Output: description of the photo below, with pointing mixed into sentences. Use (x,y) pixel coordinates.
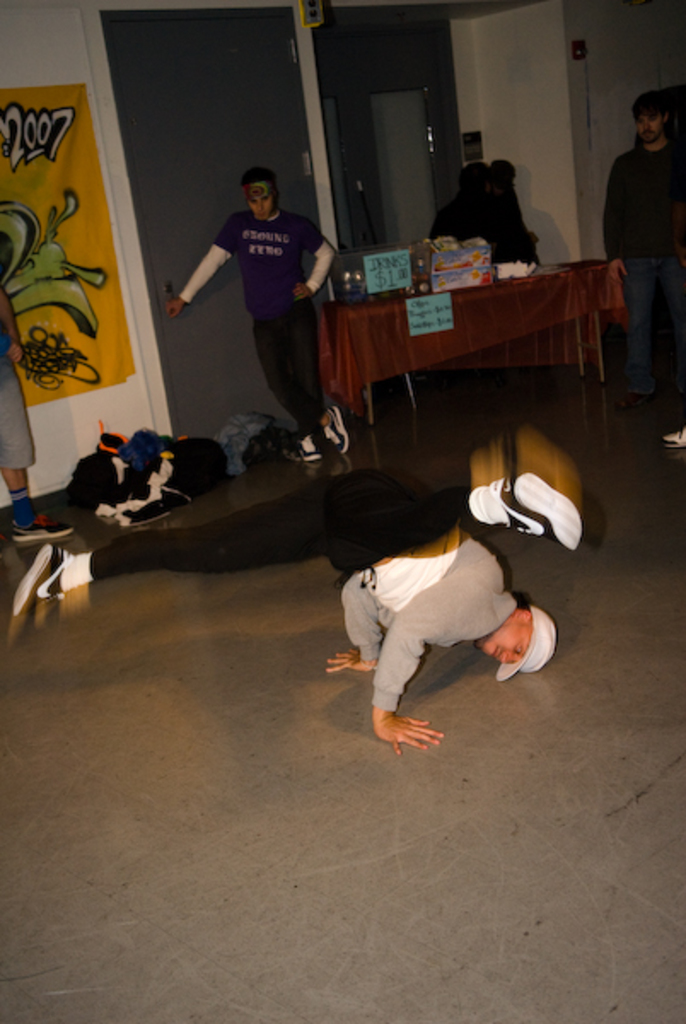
In this image there is one person (202,560) who is dancing, and in the background (268,285) there are some persons (306,292) who are standing and there is one table (502,301). On the table (393,323) there are some objects (411,273), beside the table (340,386) there are some clothes (159,453). And in the background (10,110) there is a poster (70,150) and a glass window (393,132), at the bottom (243,877) there is a floor (342,871).
